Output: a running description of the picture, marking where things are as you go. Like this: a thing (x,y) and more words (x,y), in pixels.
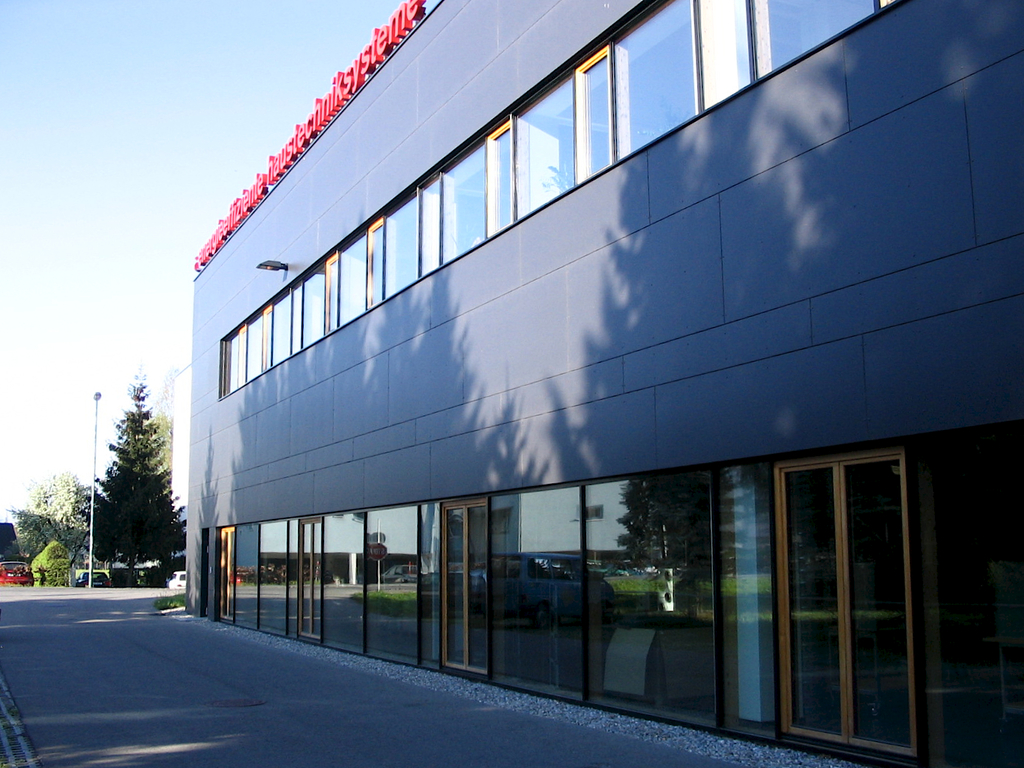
In this image there is a building (449,547) on the right side (725,568). At the bottom (158,671) there is a footpath (158,671). There is a hoarding (271,168) at the top of the building (392,102). In the background (147,530) there are trees (88,547). In the middle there is a pole (97,432) to which there is a light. Below the building (498,566) there are glass doors (818,555).
